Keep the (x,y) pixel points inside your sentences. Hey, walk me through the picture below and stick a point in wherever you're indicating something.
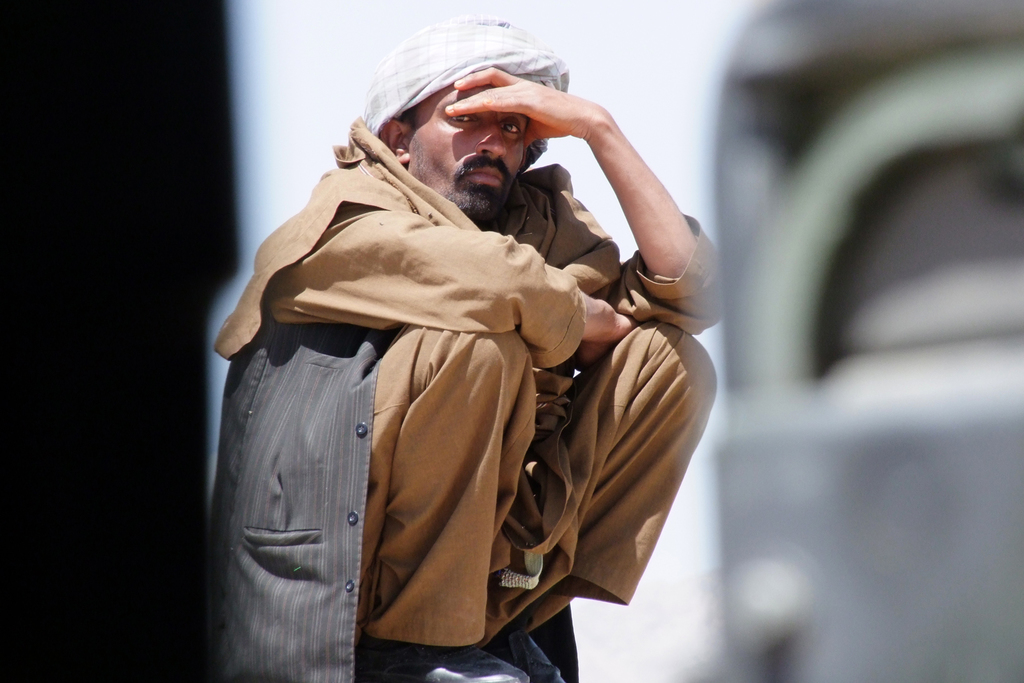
In the center of the image (368,439) we can see one person (373,552) is in a squat position. And we can see he is in a different costume (436,353). In the background (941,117), we can see it is blurred.
